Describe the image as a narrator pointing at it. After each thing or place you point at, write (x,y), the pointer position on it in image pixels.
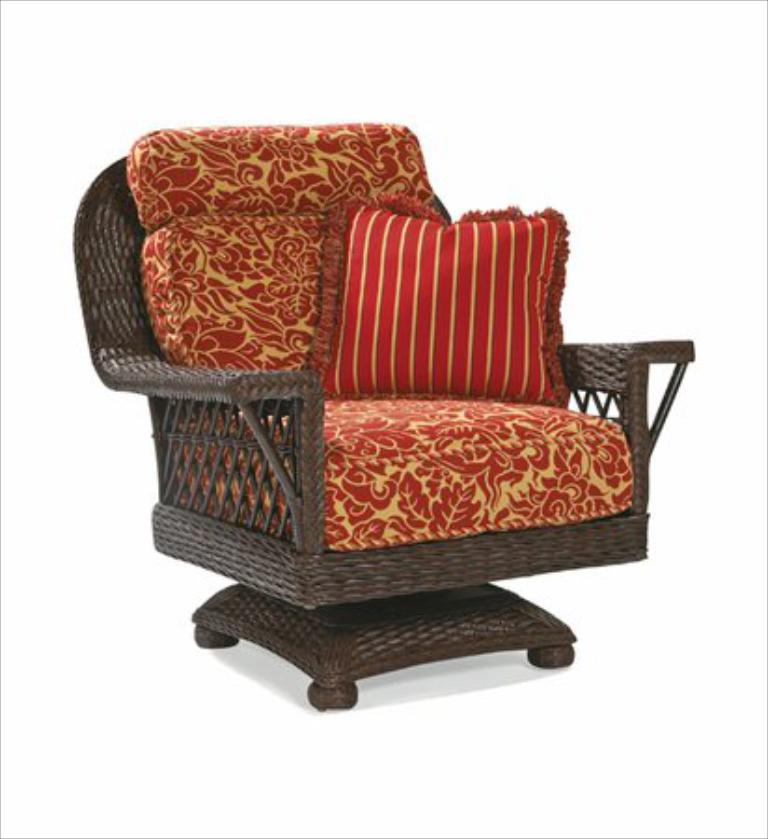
In this picture we can see a club chair (420,498), there is a pillow (497,333) on the chair (561,466), we can see a white color background (604,181).
